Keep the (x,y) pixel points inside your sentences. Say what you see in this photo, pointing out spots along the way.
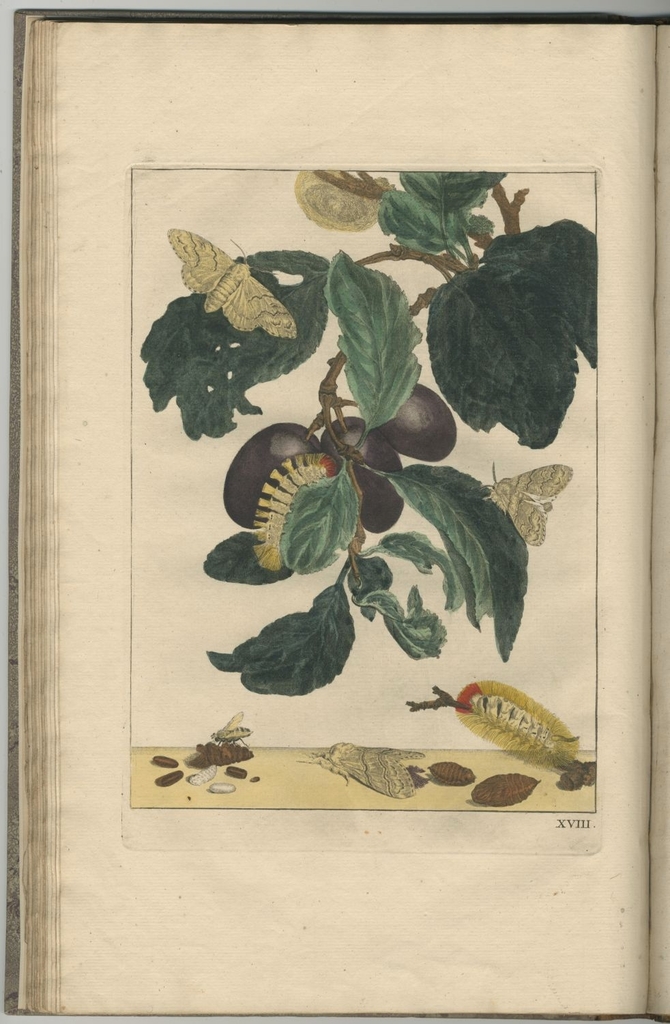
In this image there is an open book (300,727). In the paper (344,814) of a book (382,646) there is a sketch (382,422) of a plant (354,367) with leaves (483,347) and fruits (229,511), below that there is an insect (364,757) and few other things (500,711).
